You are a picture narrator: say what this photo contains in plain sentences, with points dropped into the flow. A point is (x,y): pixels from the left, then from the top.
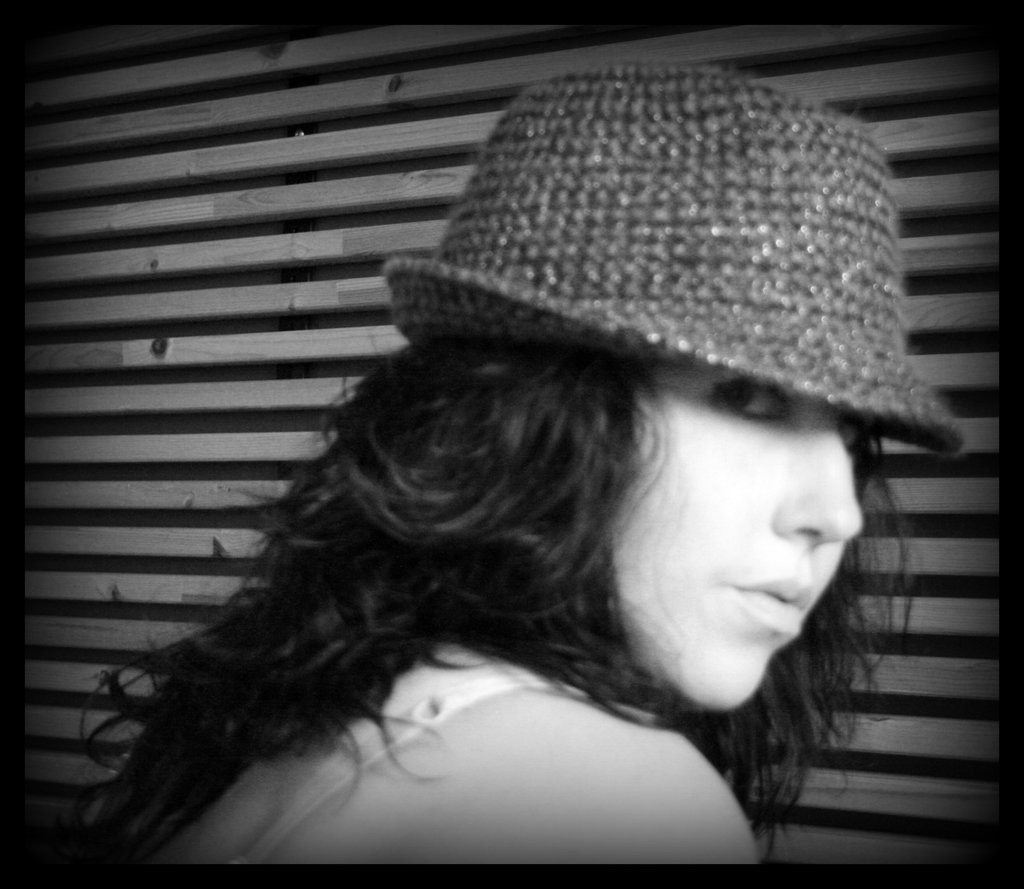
In this image we can see black and white picture of a woman (705,289) wearing hat (709,292). In the background (271,206), we can see some wooden sticks (256,336).
